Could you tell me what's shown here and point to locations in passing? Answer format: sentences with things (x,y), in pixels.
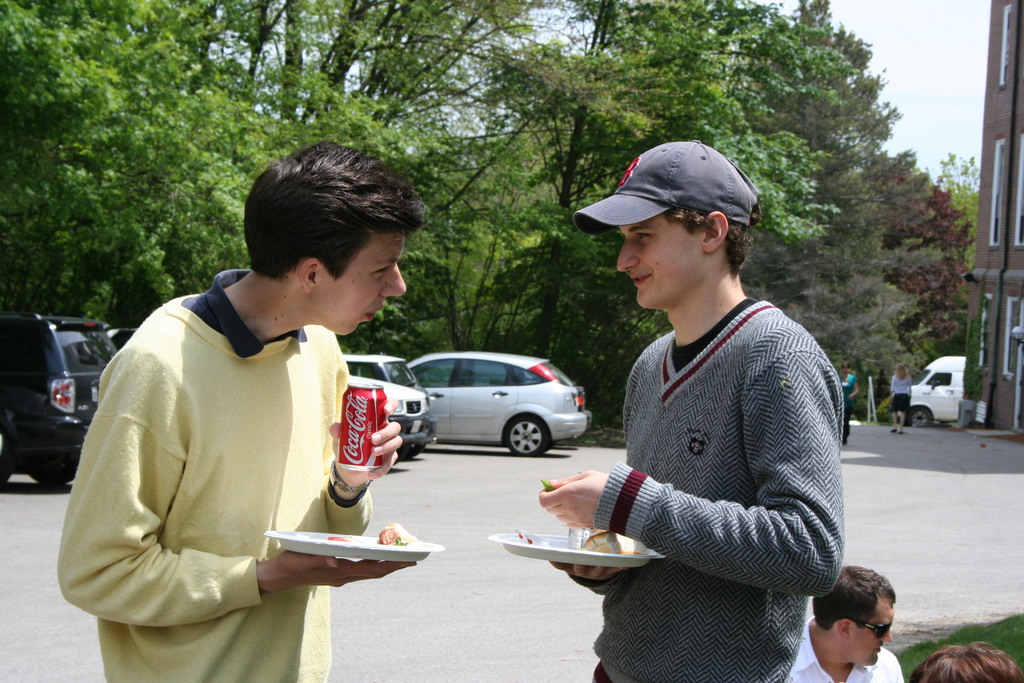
In the center of the image (672,431) we can see two people (689,471) standing and holding plates (330,546). The man (325,561) standing on the left (249,402) is holding a tin (374,410). There are cars (549,384) and we can see people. There are trees (476,75). On the right (1011,379) there is a building (992,193) and we can see the sky (929,53).
